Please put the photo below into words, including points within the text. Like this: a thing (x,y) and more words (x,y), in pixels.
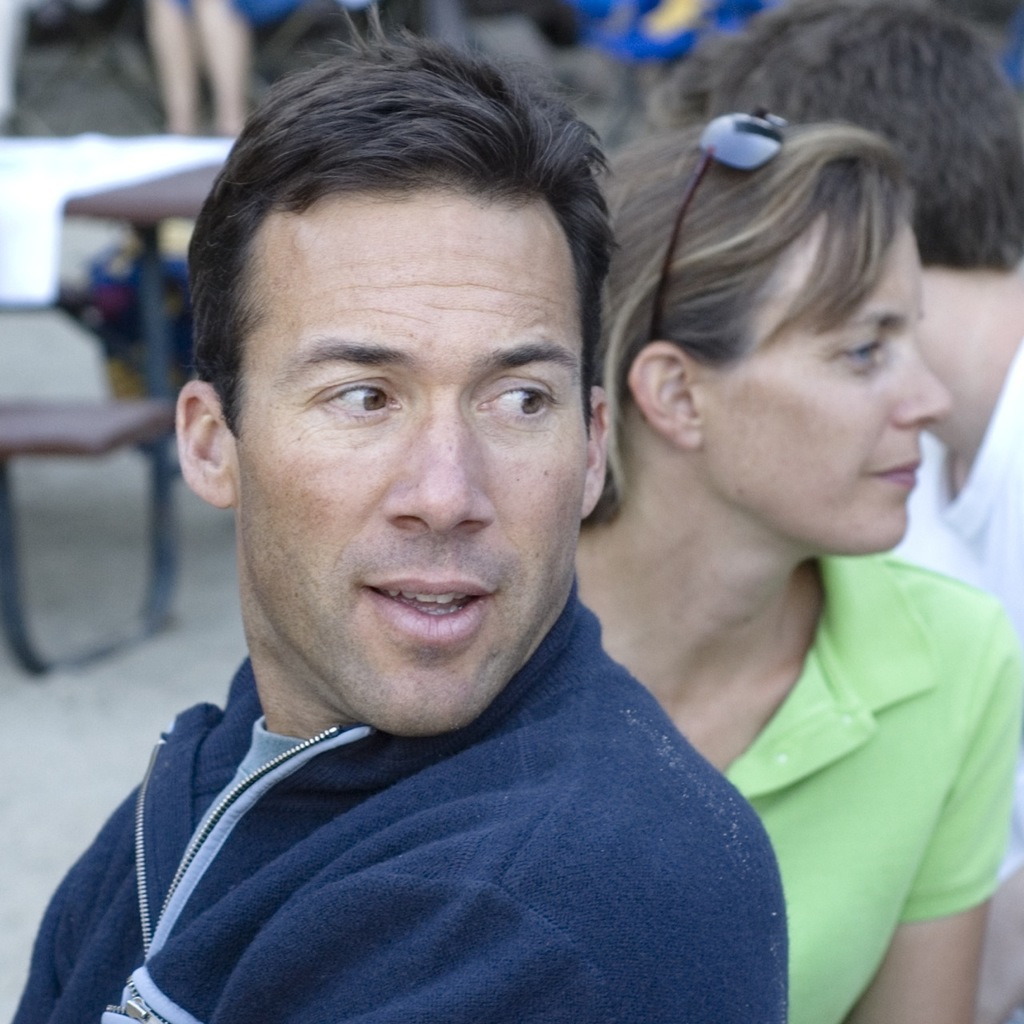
In this image I see a man (452,581) and a woman (915,735) and I see a person (958,537) over here and I see that this man (494,581) is wearing navy blue jacket (45,951) and this woman (756,568) is wearing green t-shirt (793,692) and I see a person's legs (196,112) in the background (177,24) and I see a thing (40,660) over here.
